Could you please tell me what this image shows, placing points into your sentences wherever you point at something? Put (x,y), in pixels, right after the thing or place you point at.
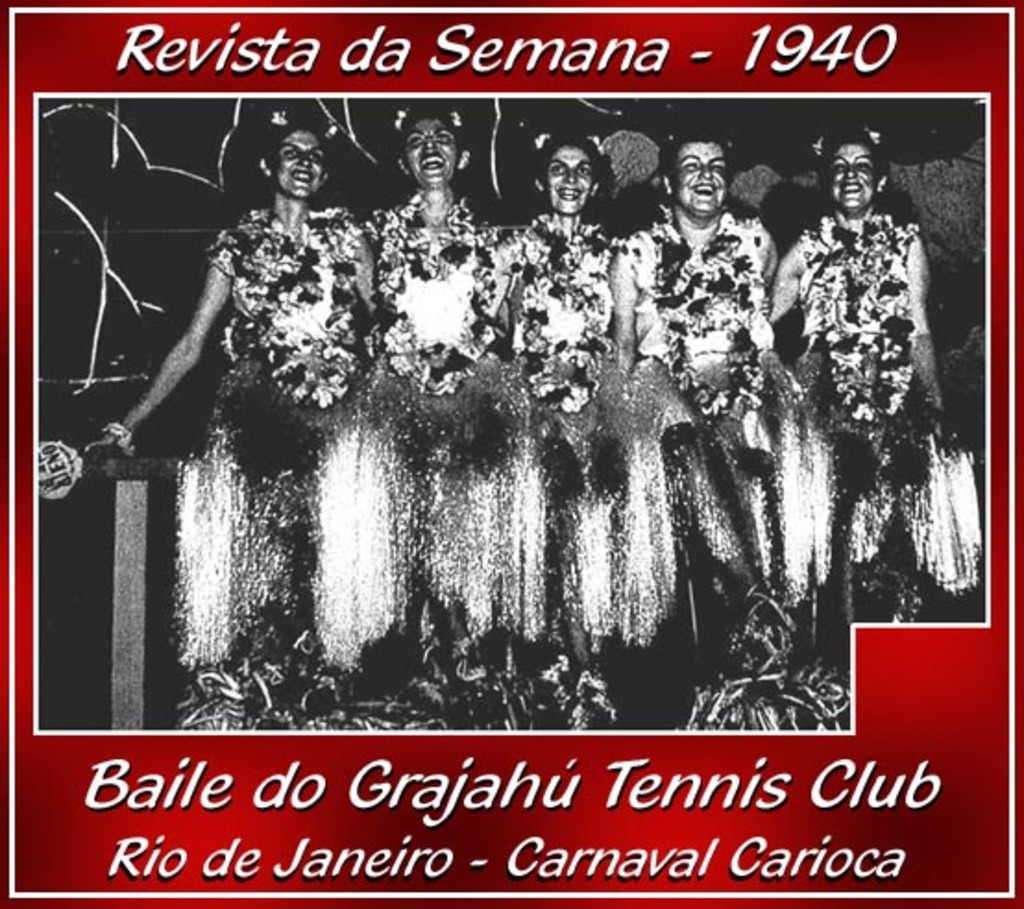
This image consists of a poster (316,323) with an image of women (449,314) wearing leis (395,310) and grass skirts (565,447) and there is a text (130,867) on it.
